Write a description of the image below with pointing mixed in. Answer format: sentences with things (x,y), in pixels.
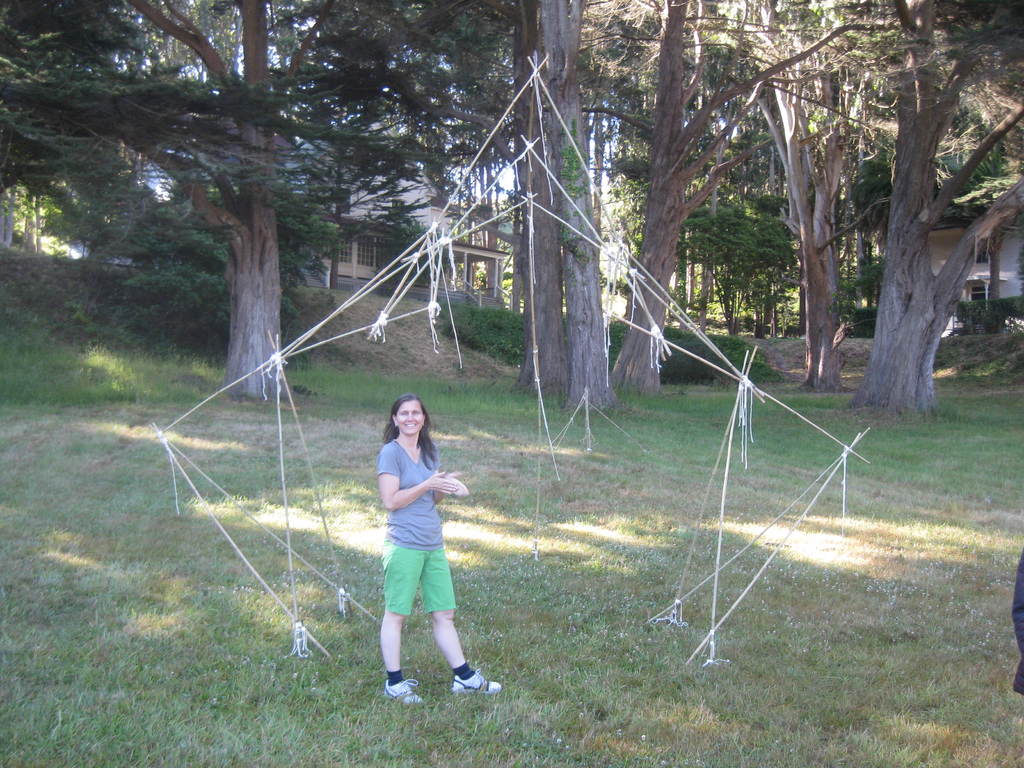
This is the woman (442,629) standing and smiling. She wore a T-shirt (408,480), short (392,592), socks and shoes (459,693). This is the grass (319,691). These are the sticks (277,379), which are tied to each other by using the threads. These are the trees (513,80) with branches (228,168) and leaves (232,157). In the background (429,216), I think these are the houses (354,242) with windows (371,243).
